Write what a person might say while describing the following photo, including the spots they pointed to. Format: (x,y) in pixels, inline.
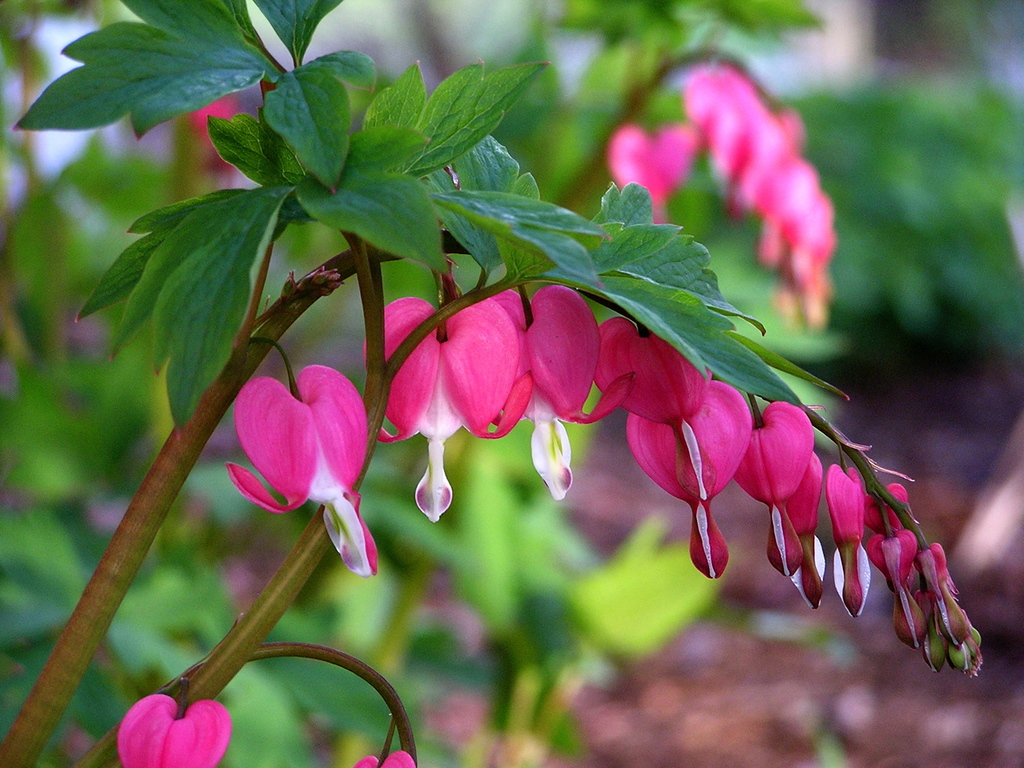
In this image I can see a tree (313,168) which is green and brown in color and few flowers (292,501) to it which are pink and white in color. In the background (526,492) I can see few trees (419,596) and the ground (708,725).
